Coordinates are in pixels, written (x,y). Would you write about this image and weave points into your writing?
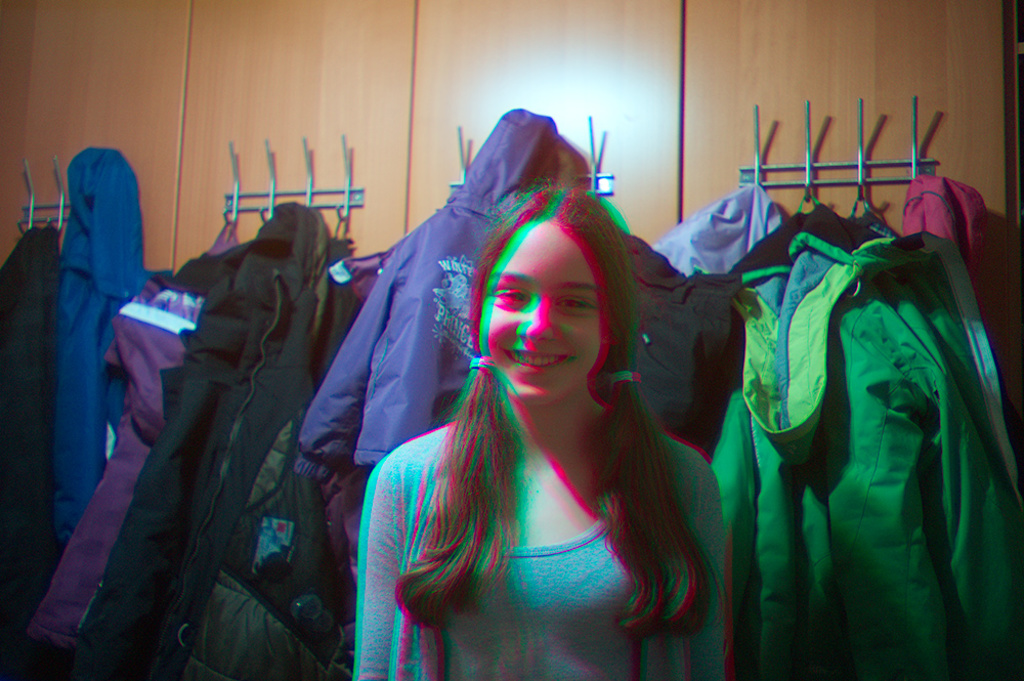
This picture seems to be clicked inside the room (479,589). In the center (492,336) there is a woman (582,519) wearing t-shirt (613,569), smiling and standing. In the background (845,274) we can see the jackets (842,282) and many other clothes (261,334) are hanging on the wall (558,54) and we can see the metal objects (39,209) attached to the wall (622,160).
